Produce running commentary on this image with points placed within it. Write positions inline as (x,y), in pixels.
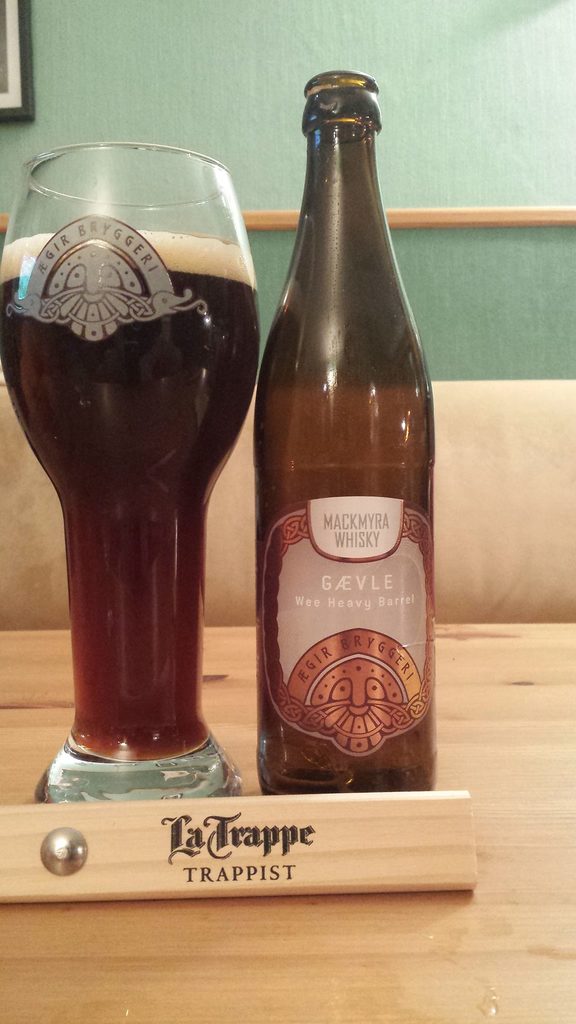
in this image we can able to see a beer bottle (301,483), and a glass (153,367) filled with beer (88,473) on the table (178,902), there is a display card (225,847) with text (243,878) on it, and we can see a wall (395,136), and a frame (25,66).
